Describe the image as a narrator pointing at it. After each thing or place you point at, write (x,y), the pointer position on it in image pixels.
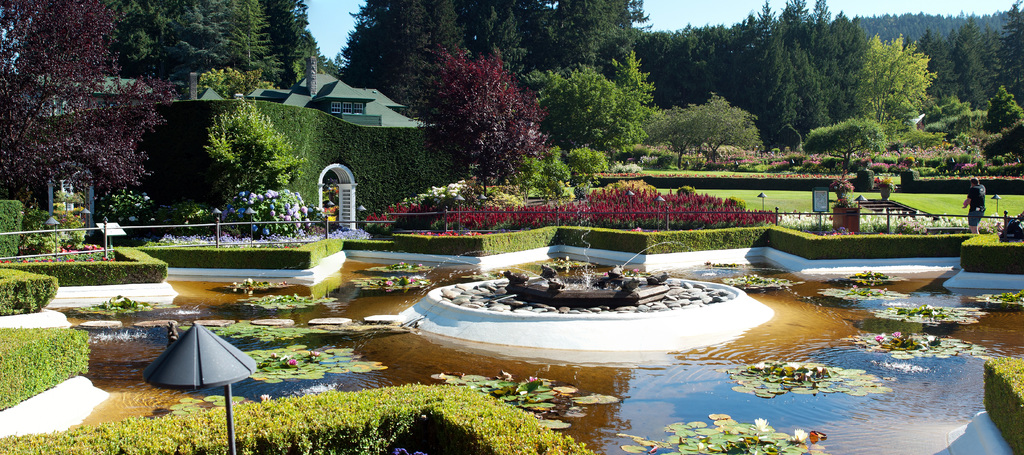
This image is clicked outside. There is water (763,408) in the middle (378,265). There are bushes (446,403) in the middle (644,204). There are trees (601,125) at the top (409,91). There is sky (853,3) at the top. There is a person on the right side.
